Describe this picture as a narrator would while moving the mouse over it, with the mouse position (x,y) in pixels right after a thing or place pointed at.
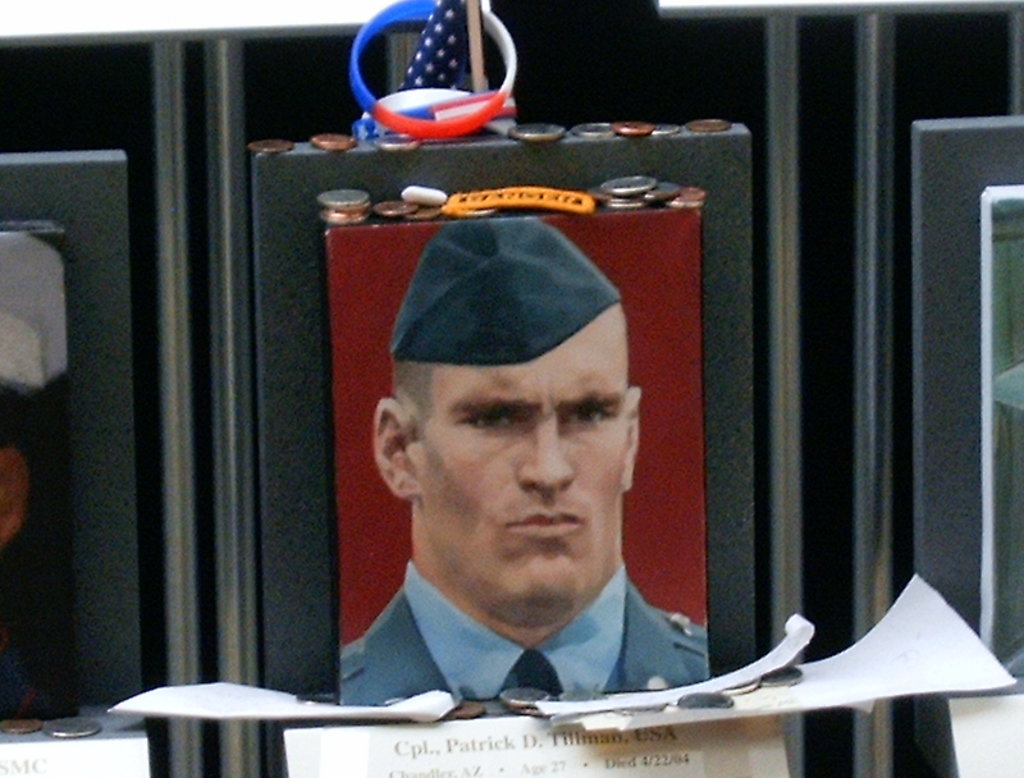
In this image I can see the person's photo (374,431) attached to the black color surface (370,193). And there are coins (359,200), band (417,133) and flag (423,55) on it. I can also see the papers (355,732) in-front of the photo (413,686).
